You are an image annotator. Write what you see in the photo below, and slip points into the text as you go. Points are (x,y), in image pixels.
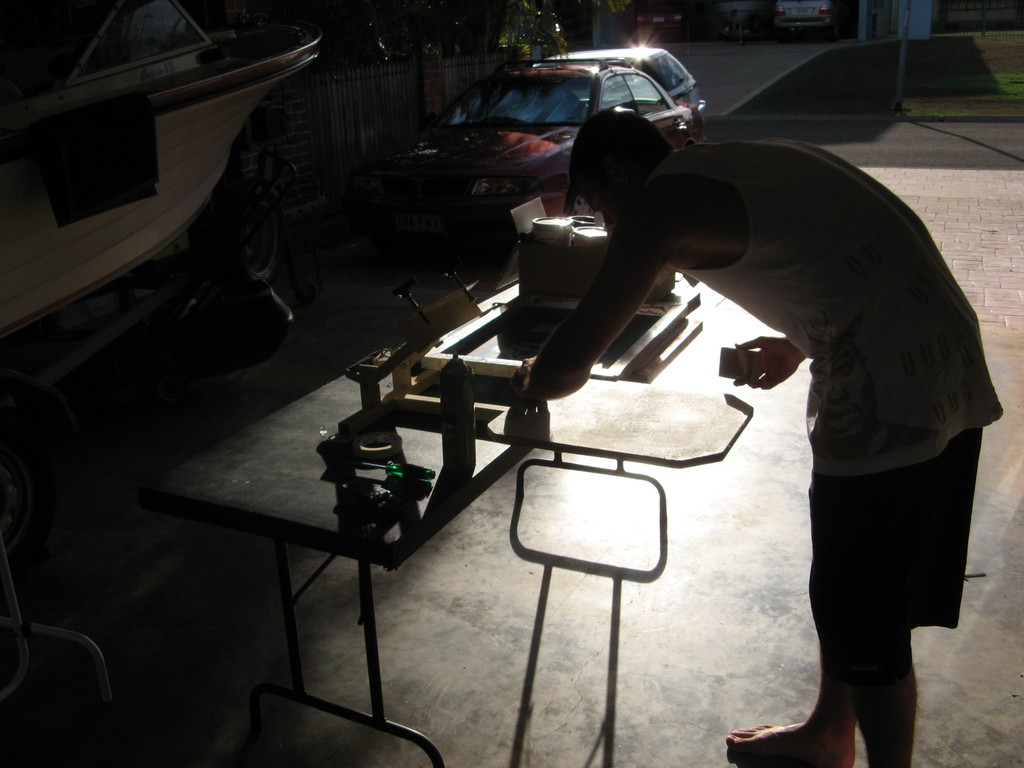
This man (860,322) is standing in-front of this table (359,520), on this table (638,334) there are things (432,471). Beside this vehicle's (514,113) there is a fence (437,102). Beside this fence (425,90) there are trees (390,31).
